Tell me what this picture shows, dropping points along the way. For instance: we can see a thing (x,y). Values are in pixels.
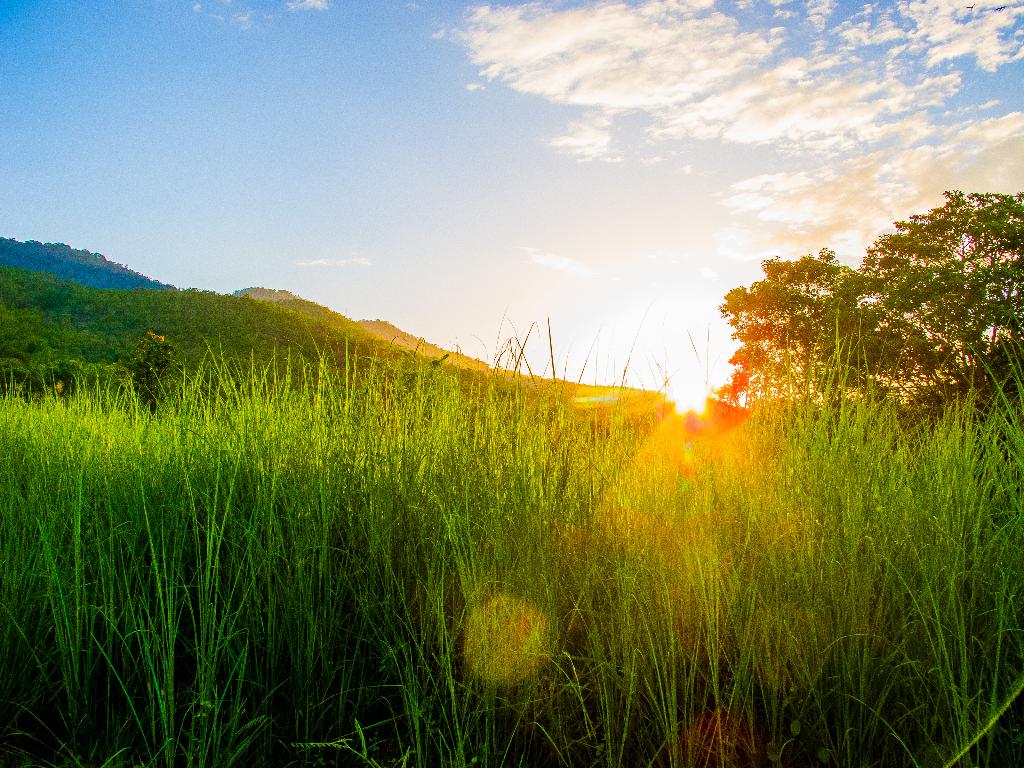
In this picture we can see some grass (394,441) from left to right. There are few trees (908,313) on the right side (769,308). Some greenery (396,358) is visible on the left side (17,340). We can see sun rays (680,394) in the background (682,381). Sky (807,96) is blue in color and cloudy.
